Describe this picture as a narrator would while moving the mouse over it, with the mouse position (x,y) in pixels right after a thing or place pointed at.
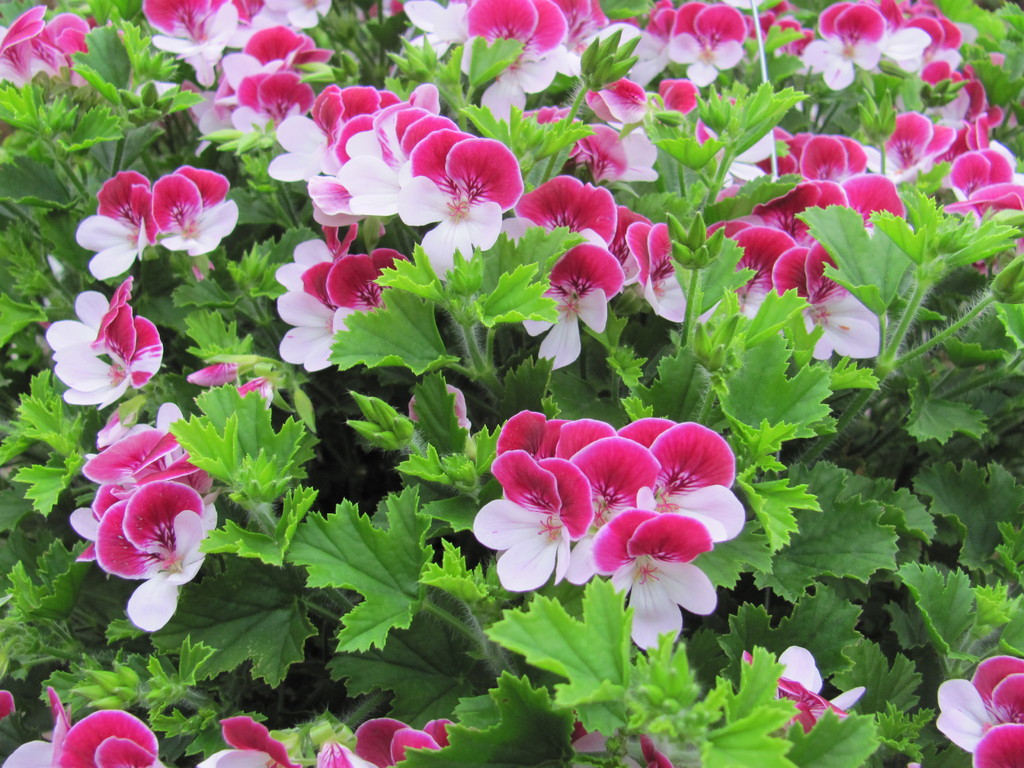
In this image we can see a group of plants (613,357) and flowers (196,482).
